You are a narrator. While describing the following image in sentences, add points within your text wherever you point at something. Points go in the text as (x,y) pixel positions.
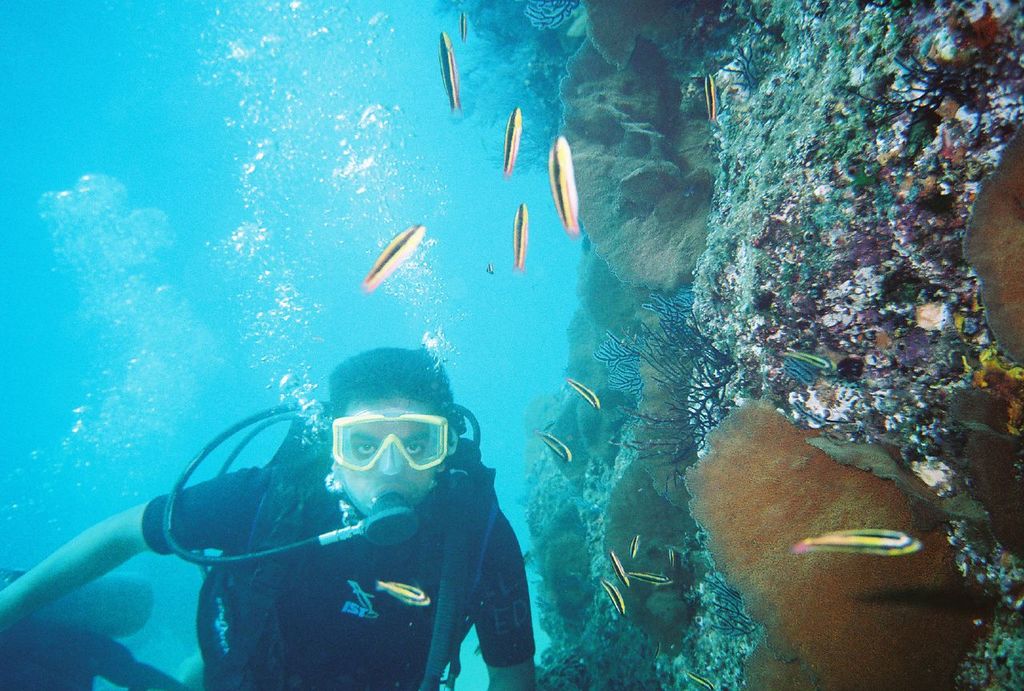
In this image I can see the person (428,548) and few aquatic animals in the water (437,305). To the side of the person (452,542) I can see the plants (678,312) and rocks (560,505).
